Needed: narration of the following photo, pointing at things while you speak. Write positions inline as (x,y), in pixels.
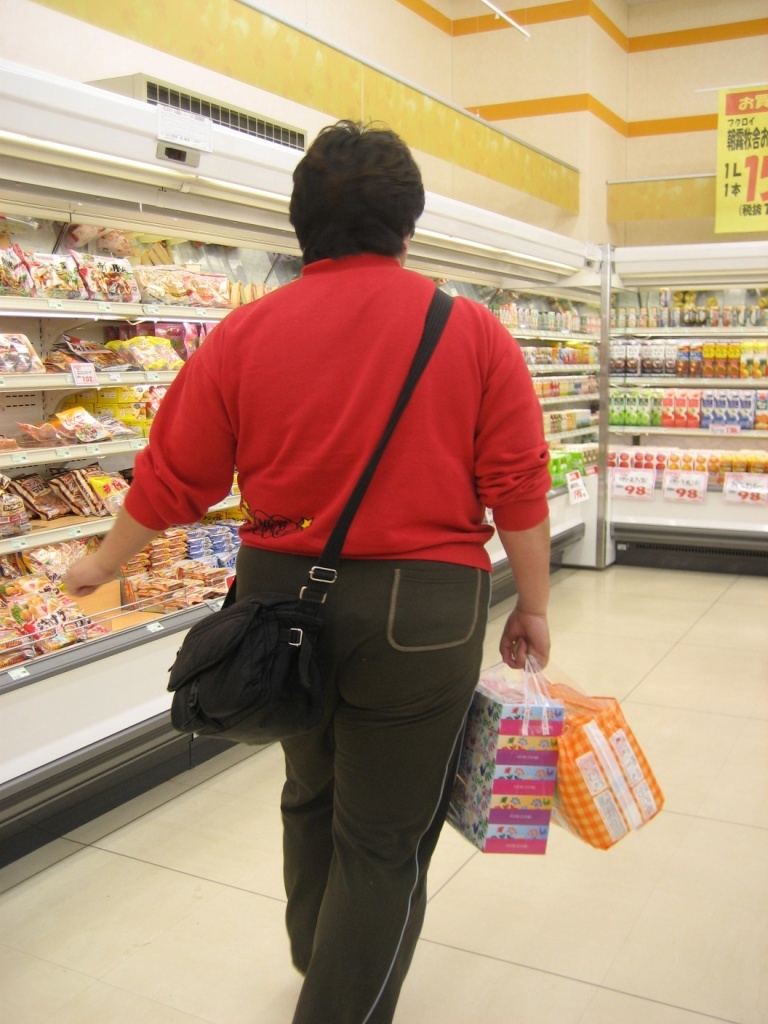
There is one person (338,584) walking and wearing a red color t shirt (347,410) and a bag (283,603), and holding two covers (499,754) in the middle of this image (350,507). There are some drink items (619,409) and food items (114,423) are kept in a different racks (169,305) as we can see in the background (669,385). There is a wall (436,146) at the top of this image (616,117), and there is a floor (685,664) at the bottom of this image (506,923).
